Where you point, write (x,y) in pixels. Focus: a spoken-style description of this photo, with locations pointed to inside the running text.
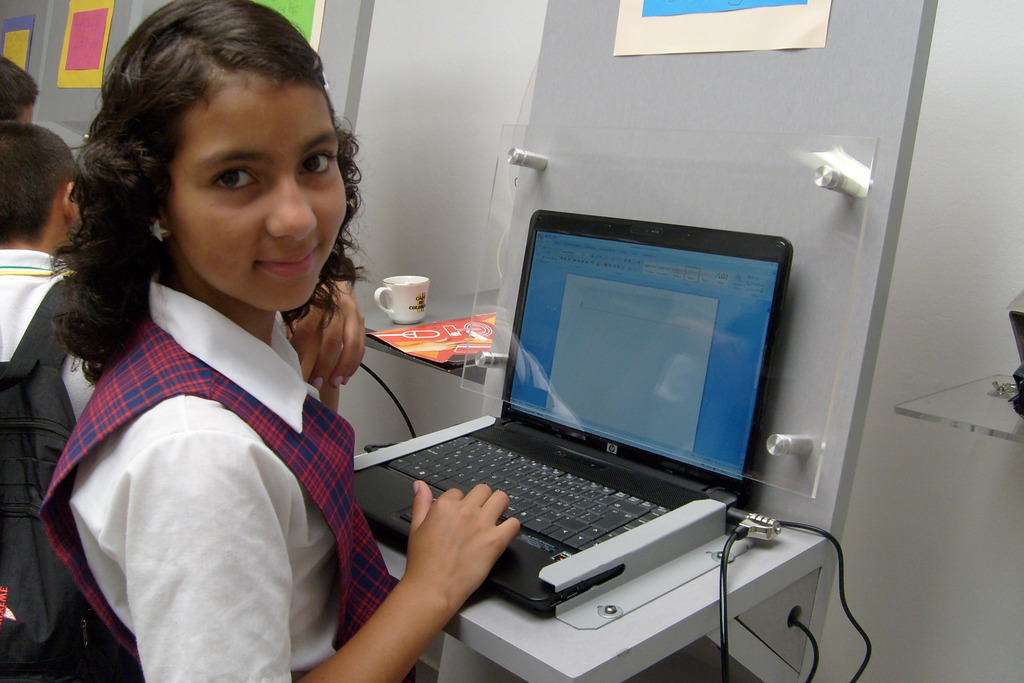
This is the picture of a room (574,215). In this image there is a girl (258,487) standing in the foreground (294,639). There is a laptop (528,272), cup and paper (487,334) on the stand (845,374). At the back (9,347) there are group of people (9,347) standing. There are posters (101,63) on the stand (888,28). At the back (898,523) there is a wall (889,345).
